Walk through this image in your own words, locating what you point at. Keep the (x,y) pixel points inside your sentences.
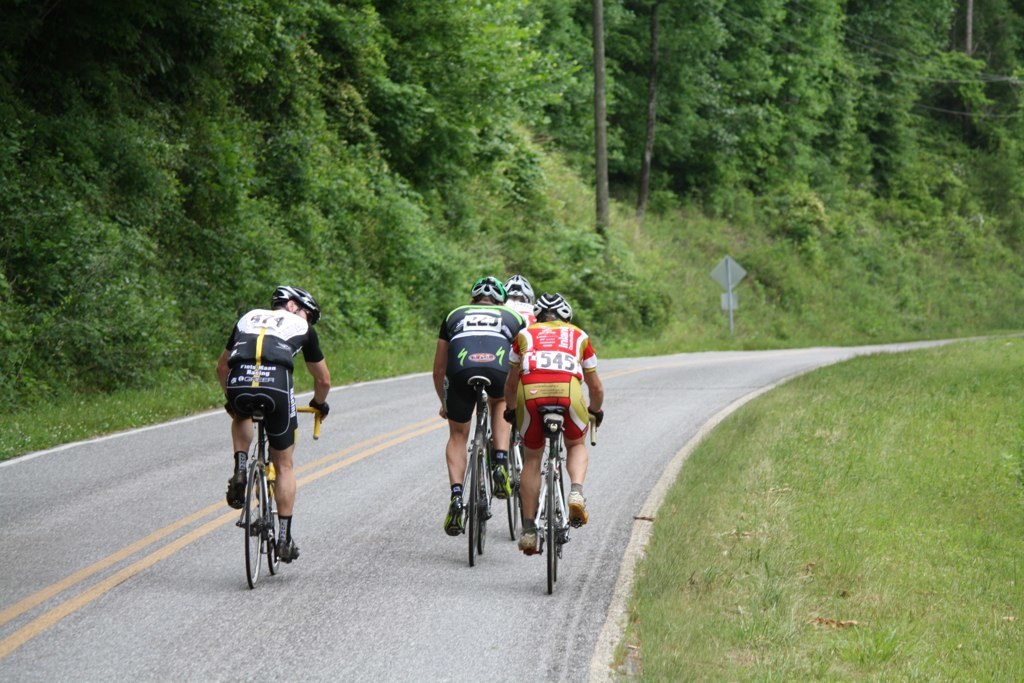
In this image in the center (578,396) there are some persons (593,392) who are sitting on a cycle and riding, and on the right side (813,487) there is a grass (701,532). At the bottom (381,624) there is a road (710,388), and in the background (381,202) there are some trees (477,174).
